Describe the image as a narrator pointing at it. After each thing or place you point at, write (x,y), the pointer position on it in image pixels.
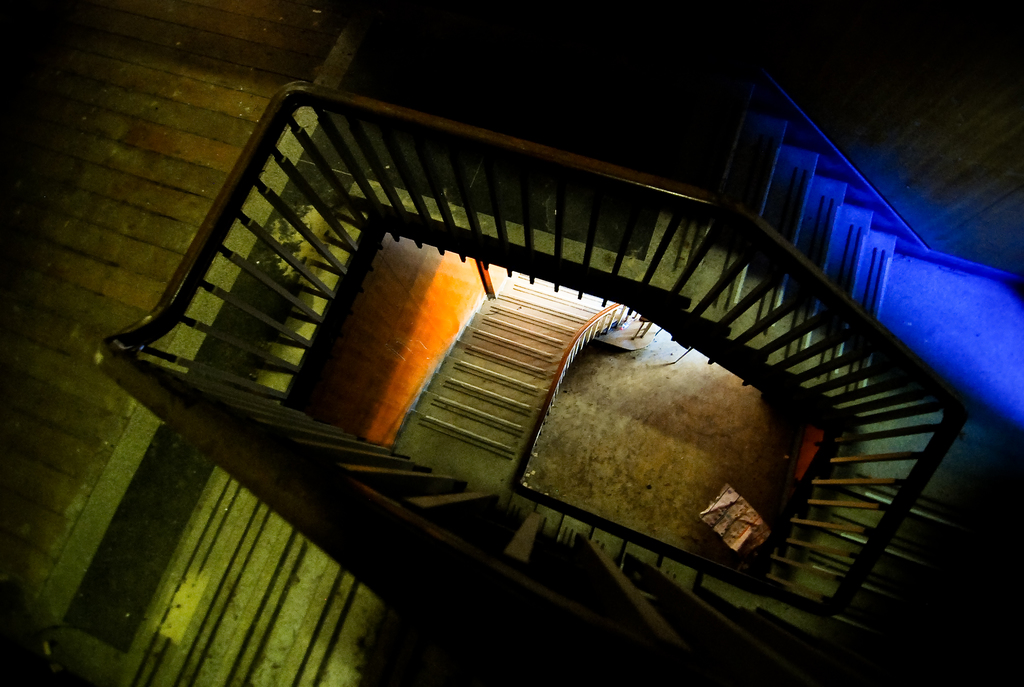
In this image there are steps (517,329) and in the bottom (697,492) there is floor (675,460).
